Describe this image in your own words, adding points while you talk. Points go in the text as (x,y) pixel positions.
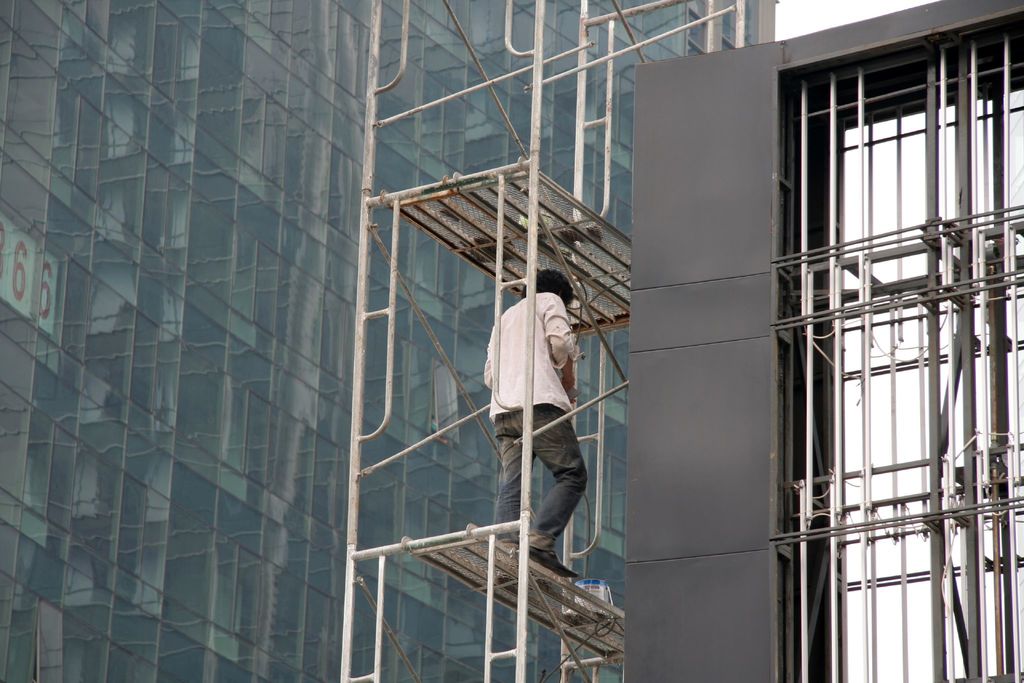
In this image we can see two buildings (788,400). Middle of the two buildings (215,357), one person (561,488) is standing on a construction ladder (573,593) and holding some objects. In the glass building (103,288) some numbers (22,295) are there.
